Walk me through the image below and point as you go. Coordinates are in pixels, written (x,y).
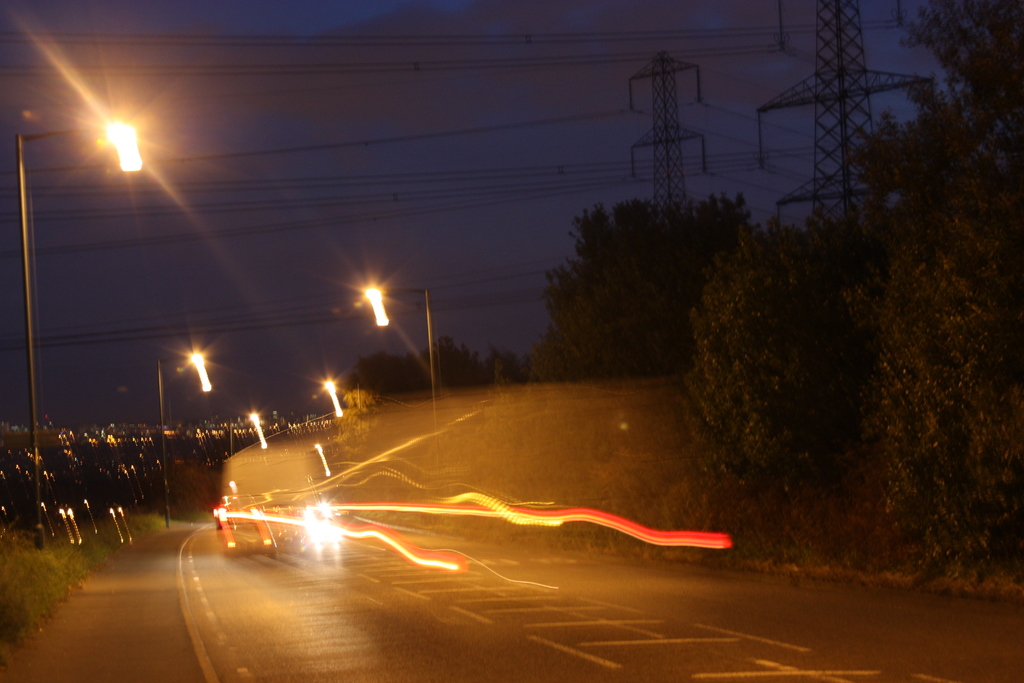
This picture is taken during night, in the picture here are some vehicles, beside the road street light poles (37,436), there are some lights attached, at the top (180,67) there is the sky (562,67) and power line cables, power pole (829,88) visible, in front of it there are some trees (722,303) on the right side (807,318).
